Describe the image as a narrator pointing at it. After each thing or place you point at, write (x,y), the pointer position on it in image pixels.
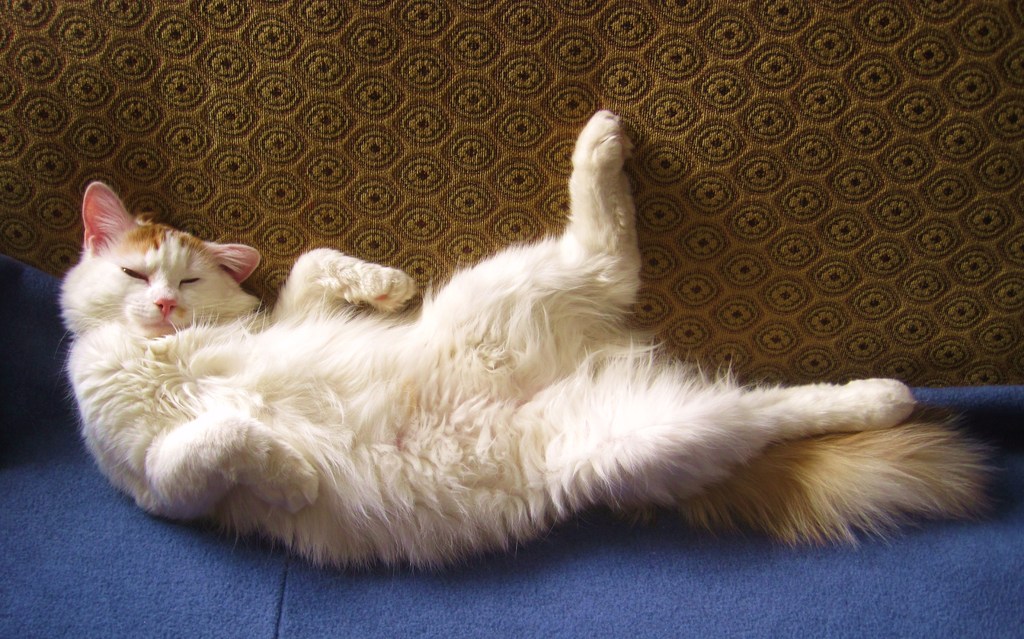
In the center of the image (595,407) there is a cat (81,347) on the carpet (27,333).
